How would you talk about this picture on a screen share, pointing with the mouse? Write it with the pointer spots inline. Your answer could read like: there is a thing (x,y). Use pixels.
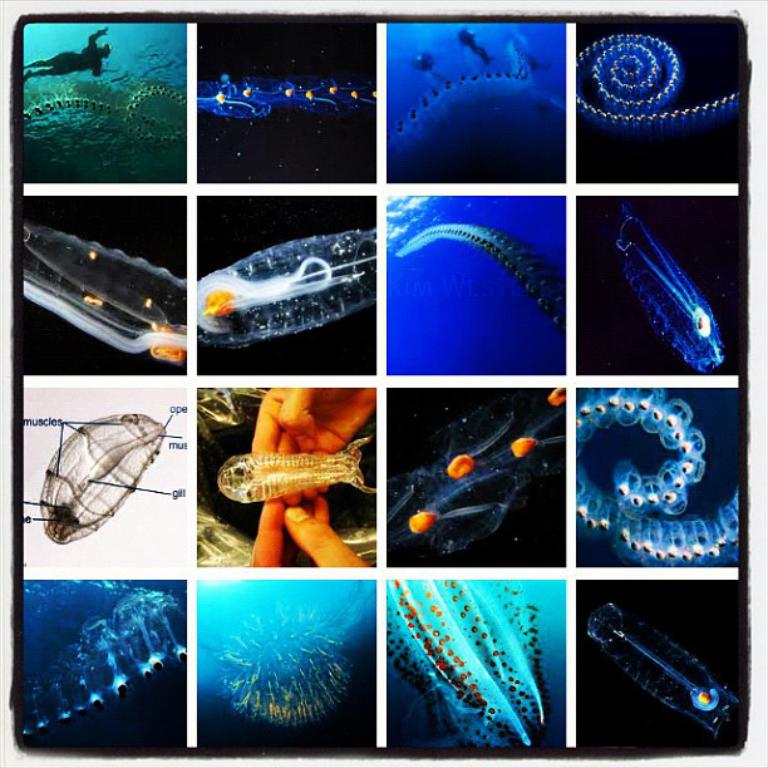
It is a collage image, there are total sixteen images and in each image there are different types of salps (419,537).
